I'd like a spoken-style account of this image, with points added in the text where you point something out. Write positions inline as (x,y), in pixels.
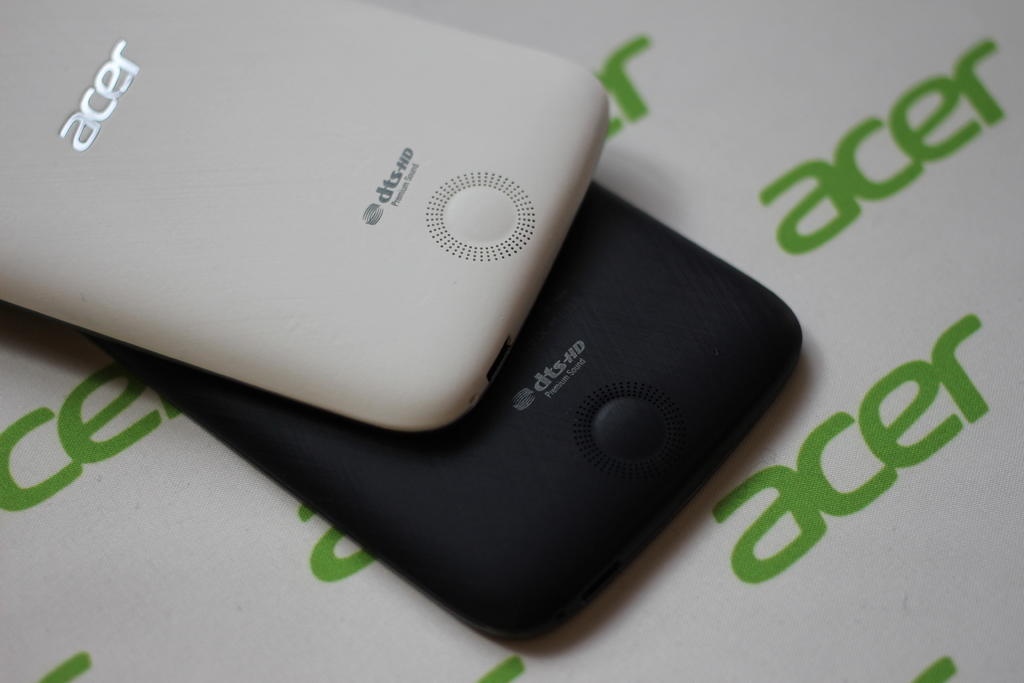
In this picture there are two objects (469,373) which are in white and black color and there is acer written on it.
